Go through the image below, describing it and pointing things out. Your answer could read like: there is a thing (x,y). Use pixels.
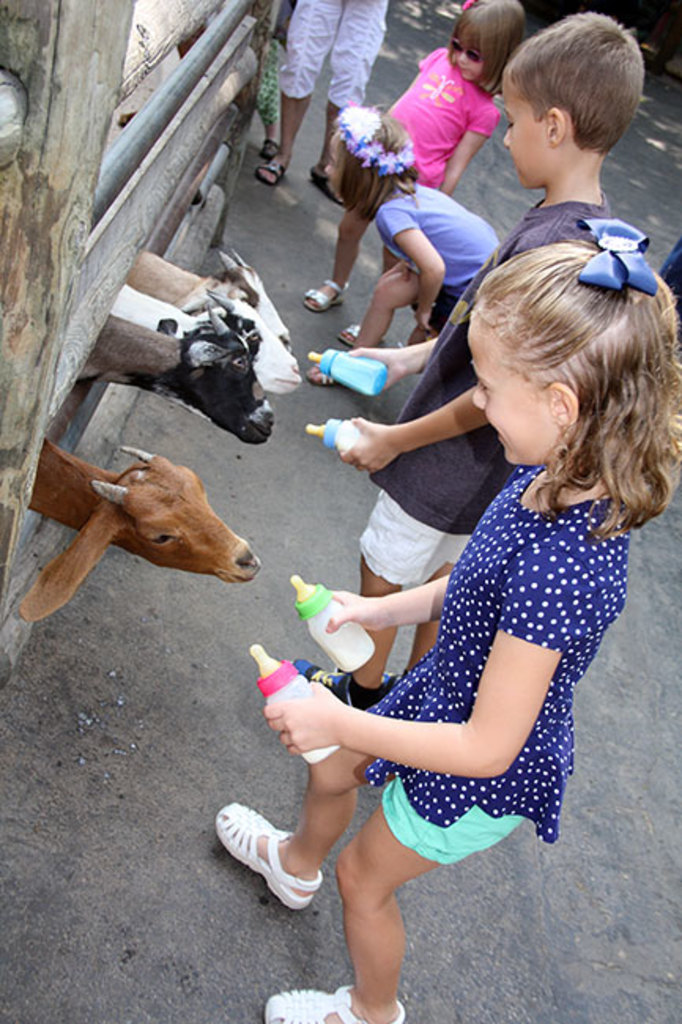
In this image I can see a girl (325,761) and boy (457,382) holding two bottles (323,433) visible in the middle (451,347) and I can see there are remaining child (410,295) visible in front of the fence (106,40) in the middle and in the fence (94,44) I can see animals heads (225,294) and fence (124,198) visible on the left side (218,294).
